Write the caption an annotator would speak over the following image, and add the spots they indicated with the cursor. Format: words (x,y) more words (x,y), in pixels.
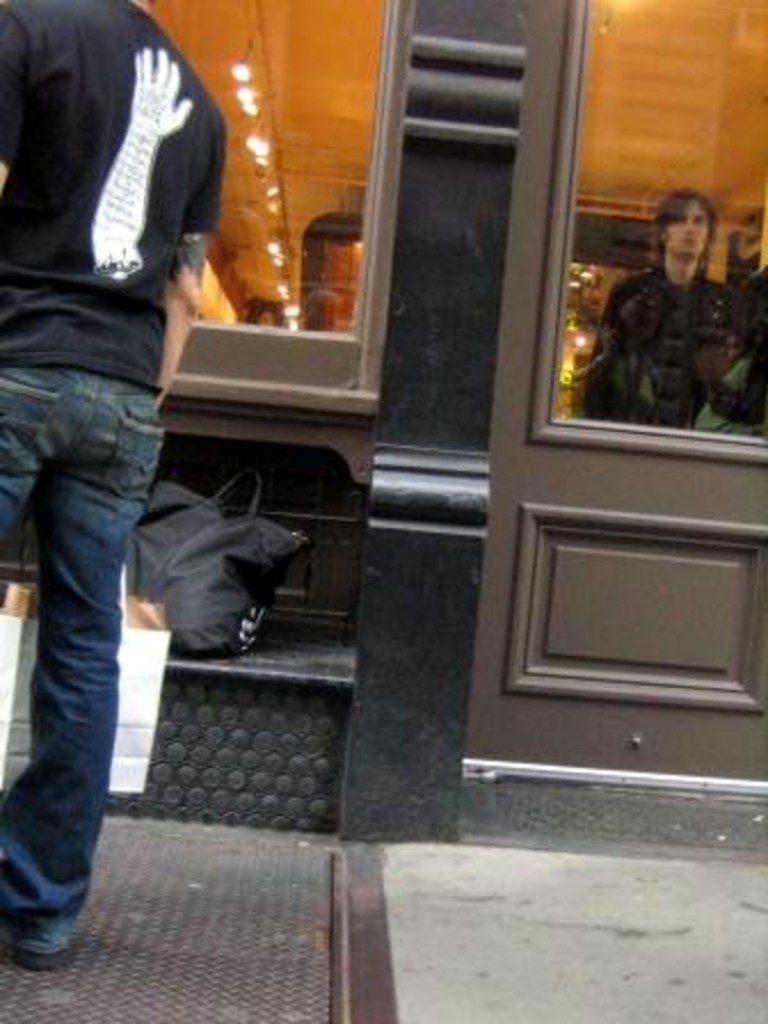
Through glass (706,299) we can see a person (700,313) and lights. On the left side of the picture (29,378) we can see a man (61,42) wearing a black t-shirt (88,55) and jeans (89,548) standing. We can see bags (235,586) in white and black color.
